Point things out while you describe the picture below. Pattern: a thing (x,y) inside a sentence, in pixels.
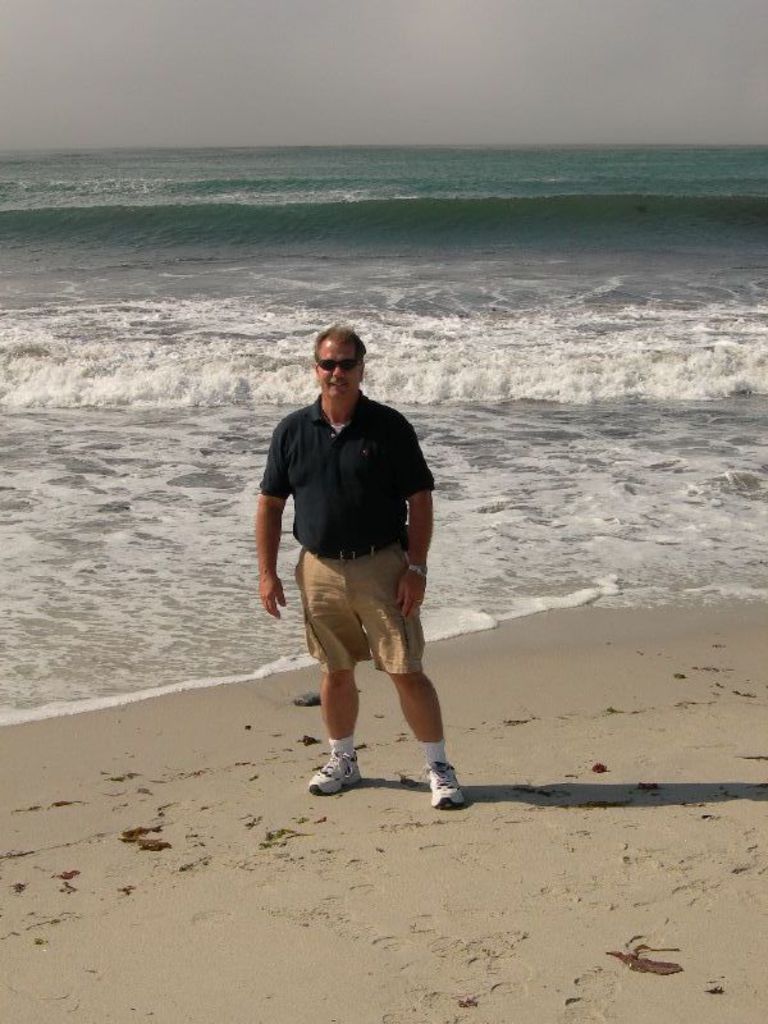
In this image I can see a man (393,484) is standing. I can see he is wearing t shirt (297,476), shades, shorts (333,581) and white shoes (322,773). I can also see shadow (663,794) over here and in background (554,373) I can see water (398,275).
